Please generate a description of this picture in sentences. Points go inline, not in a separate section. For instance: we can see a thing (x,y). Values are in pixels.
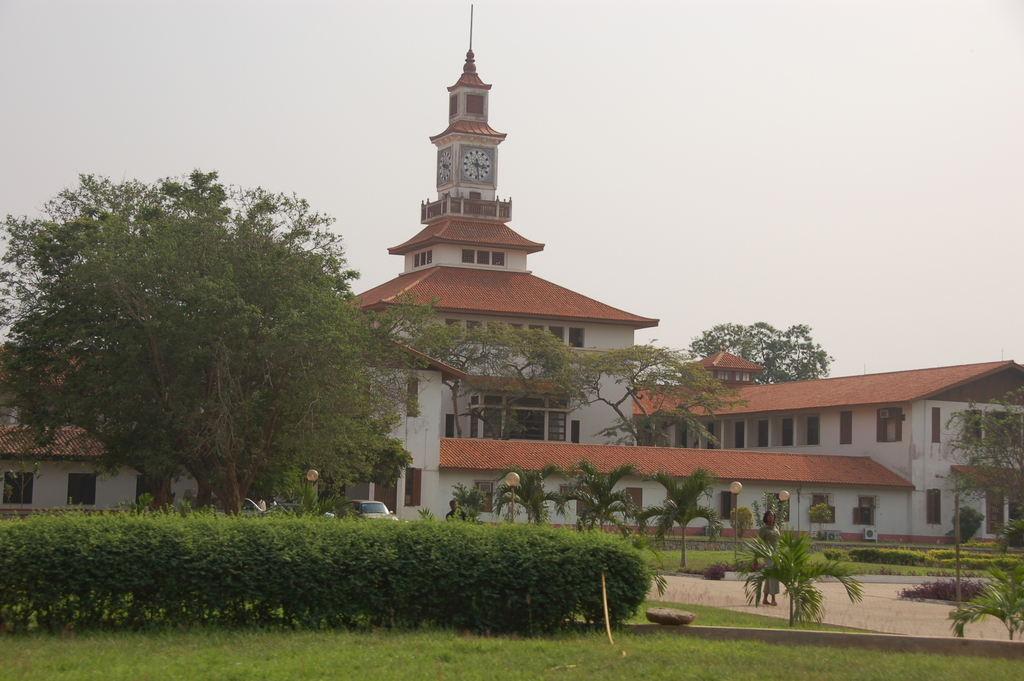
In this image we can see a building (479,256) and at the top of the building (472,208) we can see the clock (493,160). There are some plants (590,549), trees (793,614) and grass (703,645) on the ground (593,663) and we can see a person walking on the path (824,614) and we can see some street lights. We can see a vehicle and there is a person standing and at the top (340,179) we can see the sky (728,92).
